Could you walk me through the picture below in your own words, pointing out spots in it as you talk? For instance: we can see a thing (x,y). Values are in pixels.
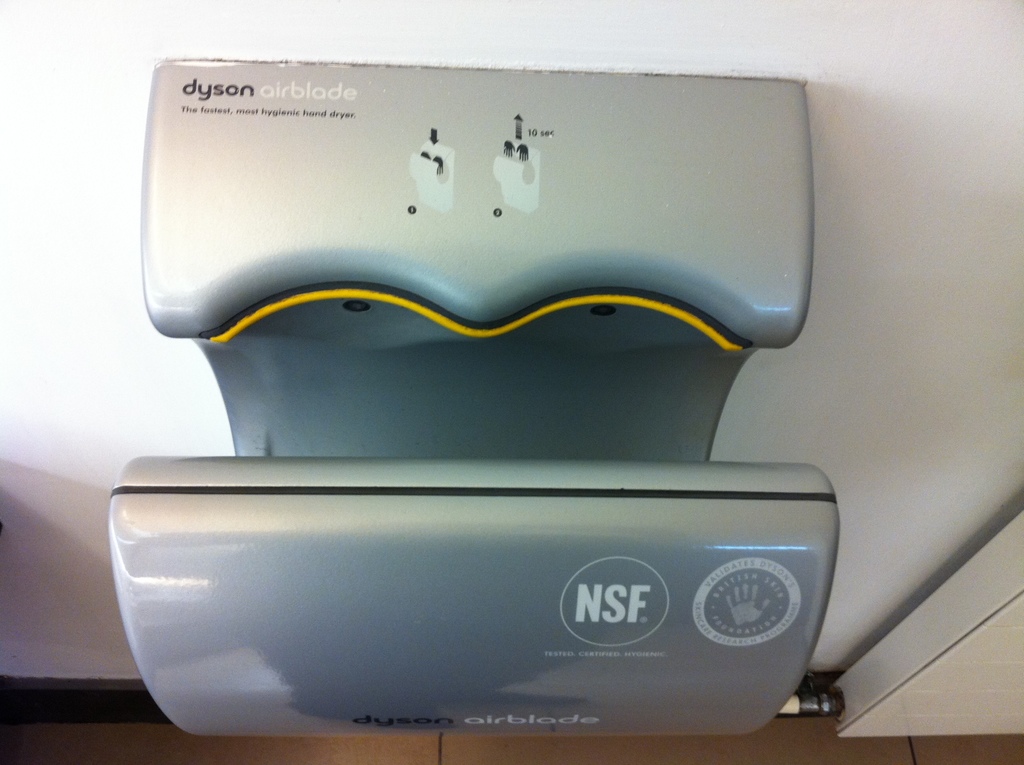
As we can see in the image there is a white color wall (798,456) and an electrical equipment (438,382).
